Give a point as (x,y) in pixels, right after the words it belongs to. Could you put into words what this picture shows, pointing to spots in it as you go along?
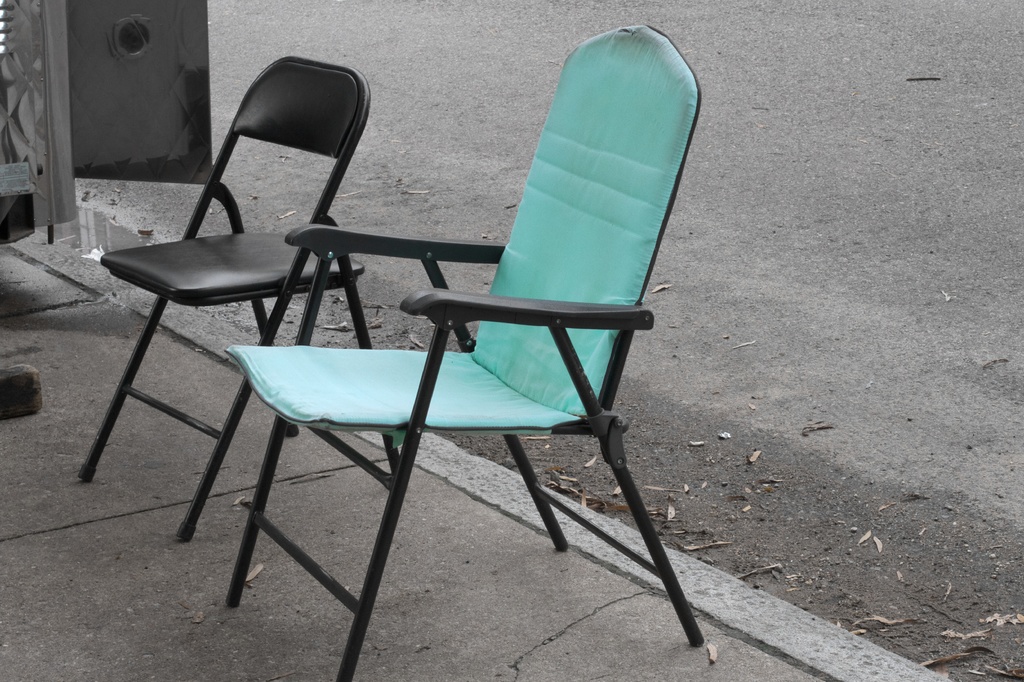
In this picture we can see two chairs (596,356) on a platform (67,578) and in the background (798,345) we can see the road (424,175).
